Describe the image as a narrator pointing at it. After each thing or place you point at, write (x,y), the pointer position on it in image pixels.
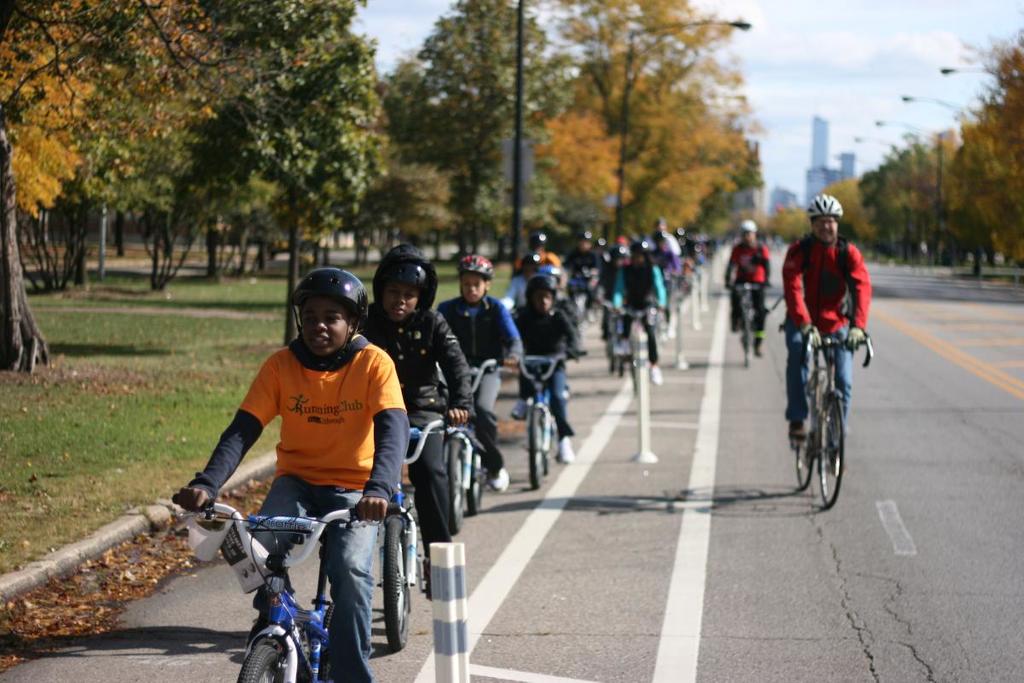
people (372,484) are riding bicycle (323,609) on the road (712,490). they are wearing helmets (349,286). to their left and right there are trees (630,124). at the back (826,181) there are buildings (815,161).
